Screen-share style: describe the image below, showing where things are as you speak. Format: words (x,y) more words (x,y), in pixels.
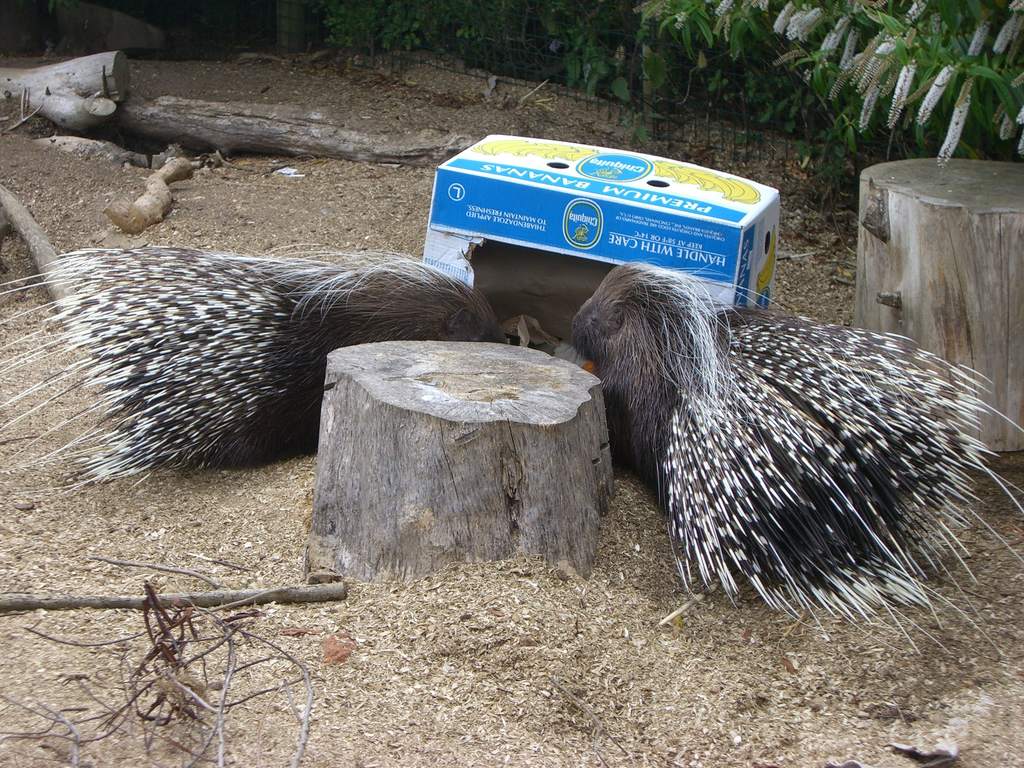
In this image there are two porcupines (652,334) on the ground (645,567). Behind them there is a box (628,231). There are tree trunks (940,222) on the ground (291,558). At the top (706,81) there are plants (537,60).
